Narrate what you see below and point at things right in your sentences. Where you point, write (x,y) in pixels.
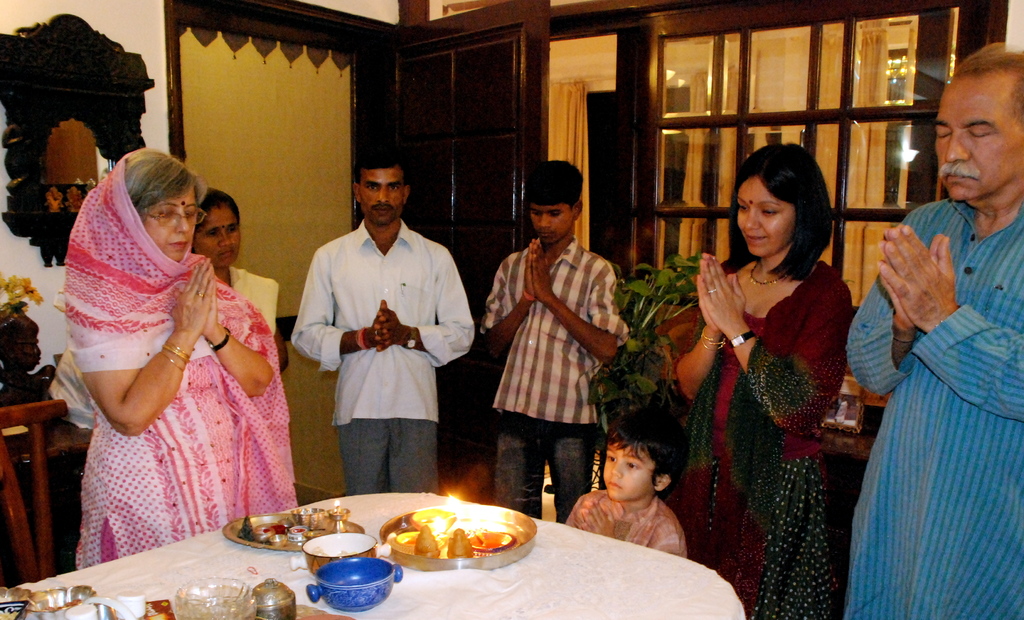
In this picture we can see woman (174,308) who is standing near to the table (600,583). On the table (612,589) we can see plates (462,518), bowls (326,552), lamp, tissue papers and other objects (286,612). Beside the table (628,562) there is a boy (595,516). On the right (965,474) there is a man (969,451) who is wearing blue dress (993,503), beside him we can see woman (816,368) who is standing near to the plant (657,335). Near to the door (493,209) there is a man (441,254) who is wearing white shirt (444,340), watch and trouser (373,452). Beside him there is a boy (523,398).
